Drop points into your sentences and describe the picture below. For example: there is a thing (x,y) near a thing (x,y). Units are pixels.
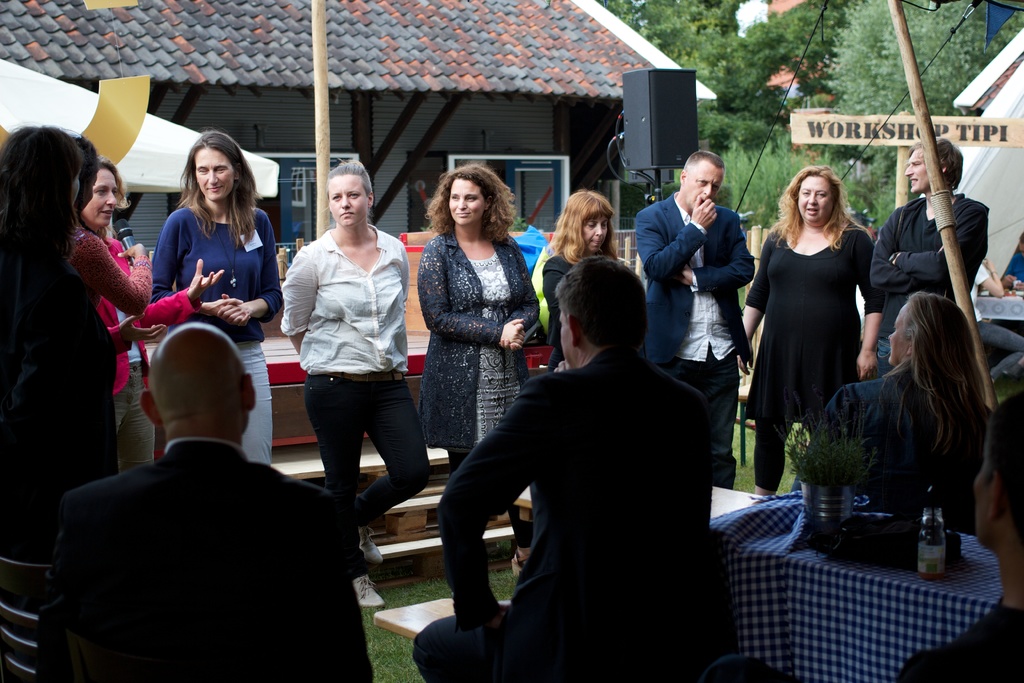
In the center of the image (505,267) a group of people (488,252) are standing. On the left side of the image (108,215) a lady (80,256) is standing and holding a mic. At the bottom of the image (636,605) three persons (536,522) are sitting on a chair (411,616) and also we can see a table (826,579), bottle (919,538), cloth (860,574), flower pot (821,488) are there. In the background of the image (641,148) we can see speakers (640,119), poles (323,103), board (799,138), tent (123,167), house (593,146), trees (729,118), flag (1004,17) are there. At the bottom of the image (371,651) ground (394,593) is there.
